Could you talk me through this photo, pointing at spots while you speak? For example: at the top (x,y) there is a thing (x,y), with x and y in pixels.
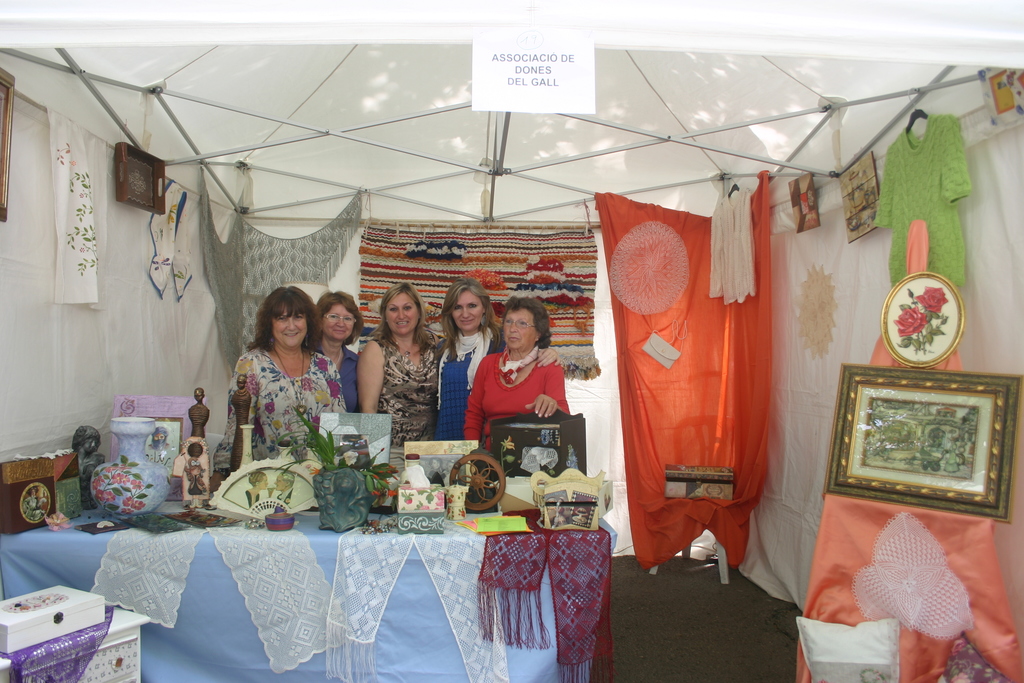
In front of the picture, we see a table (194,564) on which the flower pots (330,483), photo frames (435,469) and some other objects (413,486) are placed. Behind that, we see a five women (329,355) are standing. All of them are smiling and they are posing for the photo. In the left bottom (124,668), we see a white table (98,660) on which a white box (91,597) is placed. Behind them, we see the clothes (261,268) in grey, red, white and orange color. On the right side (935,422), we see a photo frame (958,470) and the clothes (906,515) in pink, green, white and red color. We see the photo frames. At the top (567,70), we see a board (501,49) in white color with some text (540,73) written on it and we even see a tent (594,137) in white color.
